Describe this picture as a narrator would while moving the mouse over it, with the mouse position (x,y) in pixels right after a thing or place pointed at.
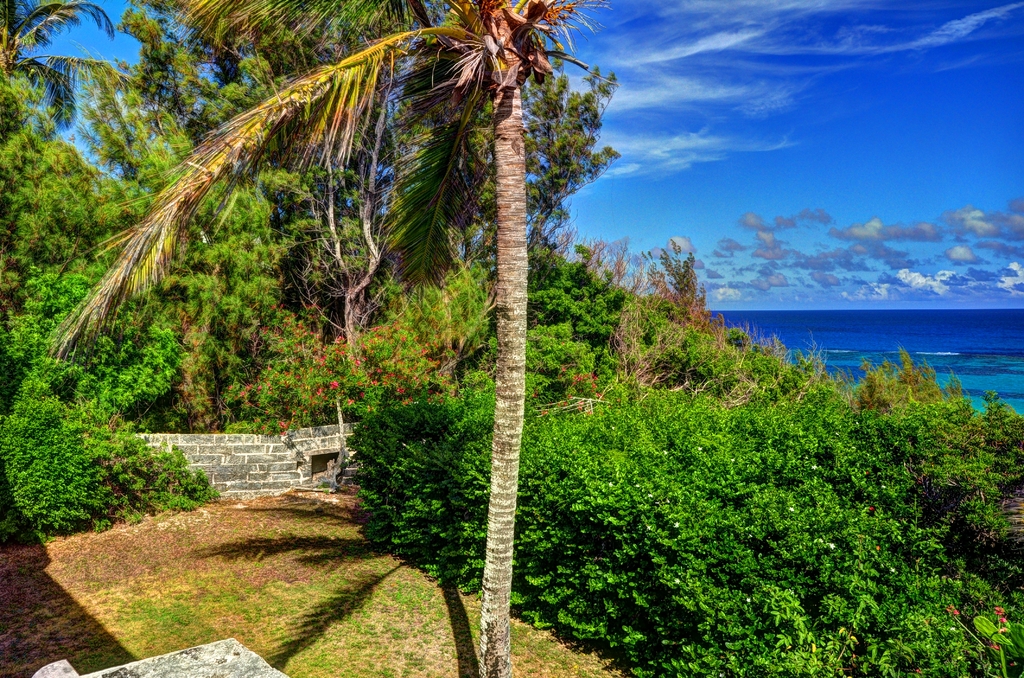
In this picture there is greenery (395,177) in the center of the image (532,422) and there is water (999,353) on the right side of the image (988,362), there is sky (850,21) at the top side of the image (908,53).
